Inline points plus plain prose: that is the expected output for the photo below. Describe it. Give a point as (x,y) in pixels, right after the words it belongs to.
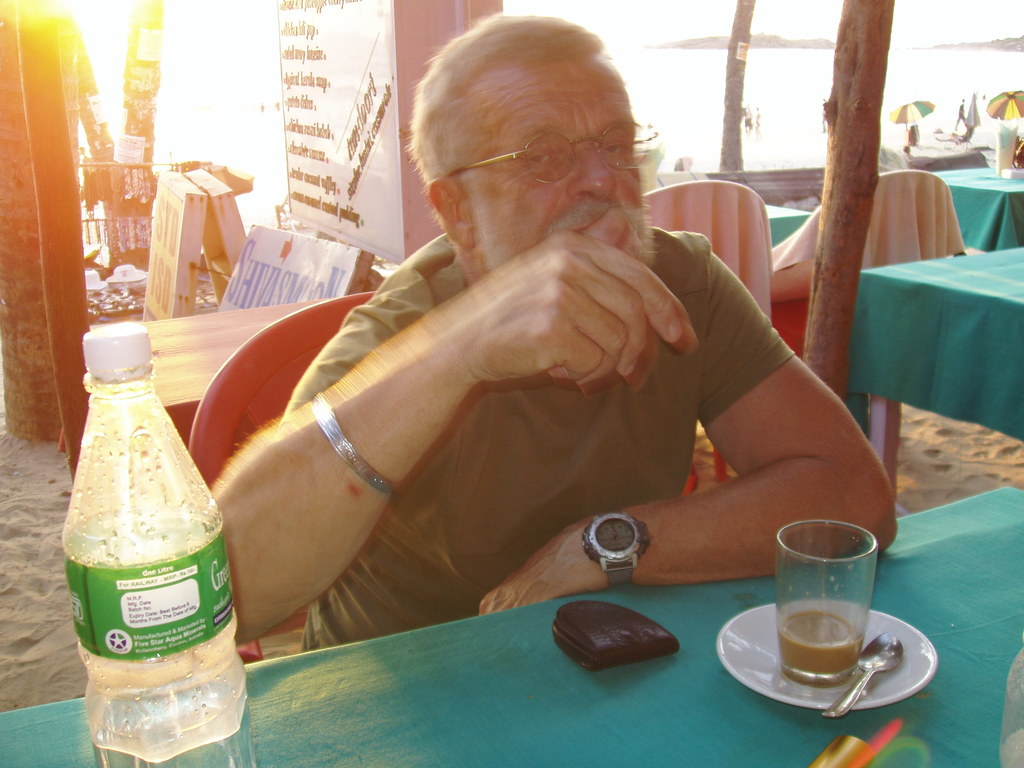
In this image I see a man (649,454) and he is sitting on the chair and there is table (979,767) in front. In the background (383,244) I can see few boards (318,190), few chairs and tables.
